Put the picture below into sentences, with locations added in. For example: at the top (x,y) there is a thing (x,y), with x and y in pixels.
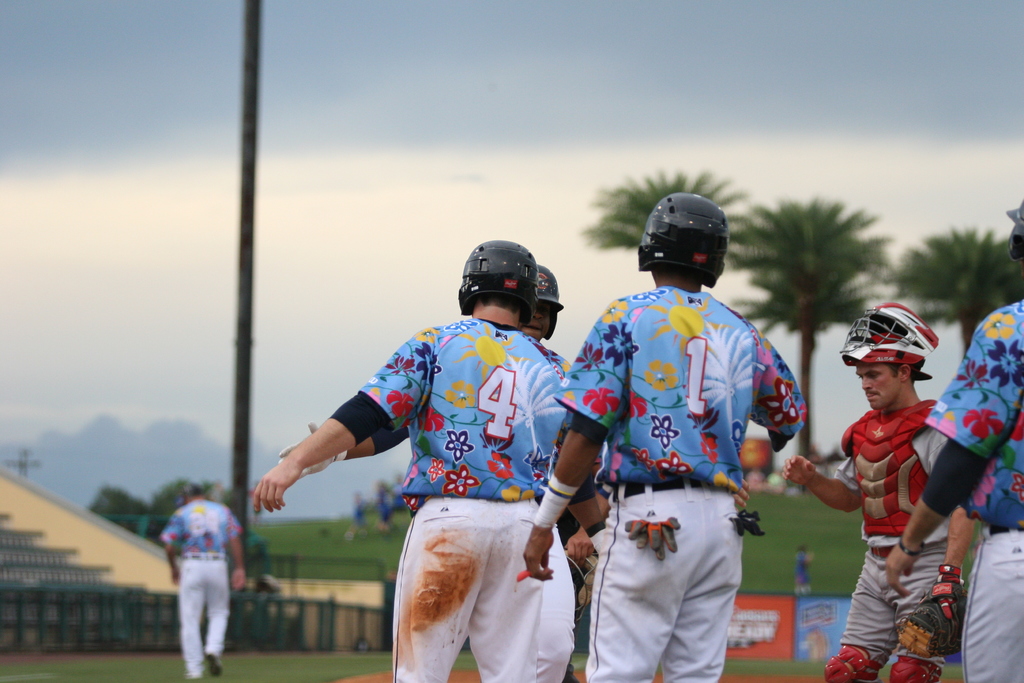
There are people (900,476) wore helmets (877,318). In the background (834,602) we can see hoardings (834,602), trees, people (228,523), pole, wall (31,520), grass (314,663) and sky (321,231).
